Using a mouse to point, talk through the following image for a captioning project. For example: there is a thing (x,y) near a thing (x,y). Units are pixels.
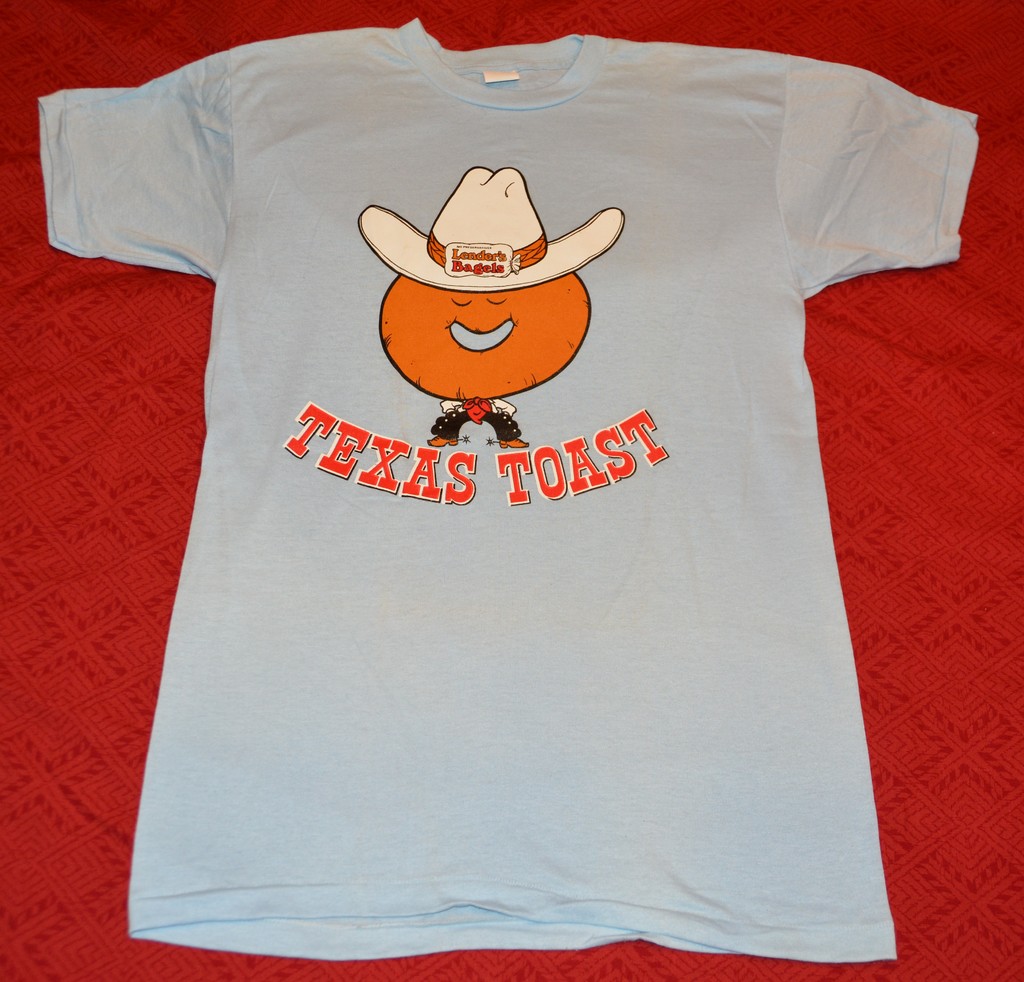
In the picture we can see a T-shirt (858,757) which is placed on the red color cloth (886,747) and the T-shirt (839,767) is light blue in color and on it we can see a name Texas toast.
